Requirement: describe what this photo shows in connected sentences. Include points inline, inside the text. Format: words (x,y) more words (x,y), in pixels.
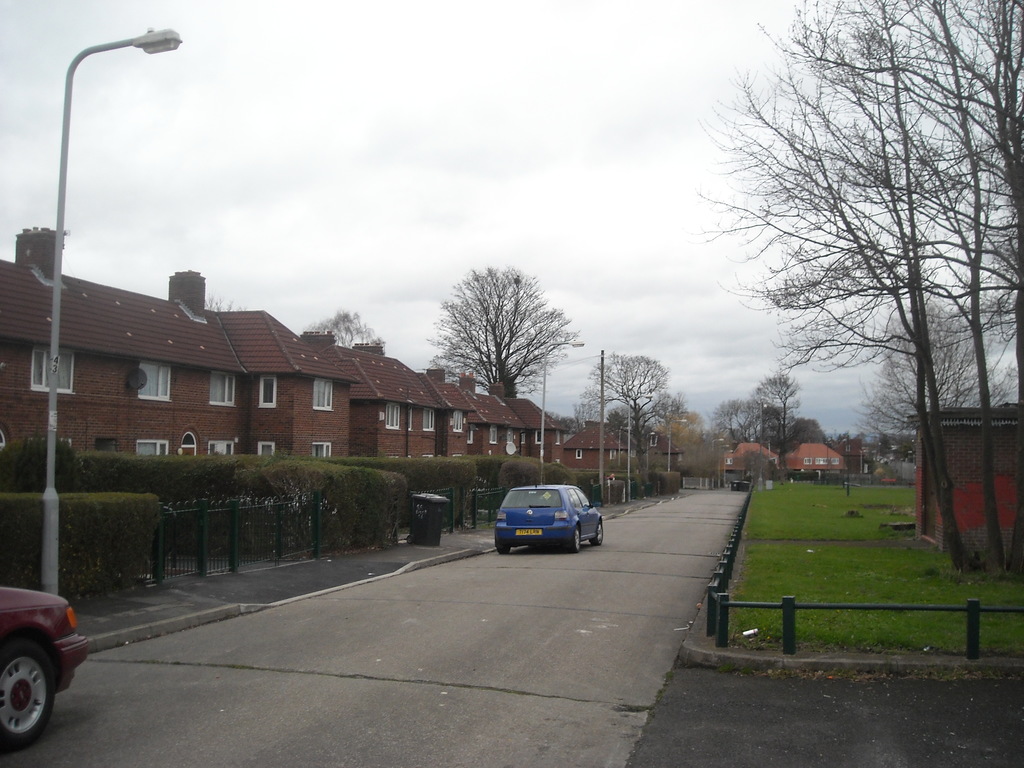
In this image I can see few vehicles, few poles (48,520), number of trees (994,293), number of buildings (587,447), grass (793,501), the sky (617,266) and here I can see few street lights (102,47).
